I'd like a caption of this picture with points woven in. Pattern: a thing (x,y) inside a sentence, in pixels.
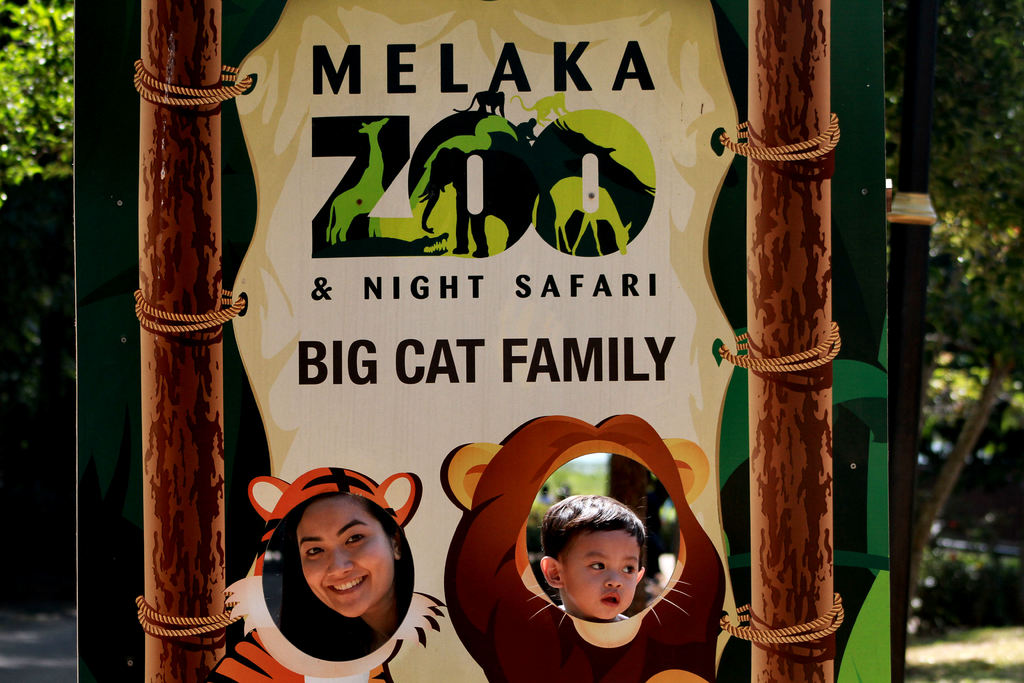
In this image I can see a board (378,153) in the front (536,400) and on it I can see two holes (667,507) and above it I can see something is written. I can also see a woman (332,497) and a boy (603,510) through the both holes (671,550). In the background (910,48) I can see a black colour pole (916,17) and number of trees (53,387).
